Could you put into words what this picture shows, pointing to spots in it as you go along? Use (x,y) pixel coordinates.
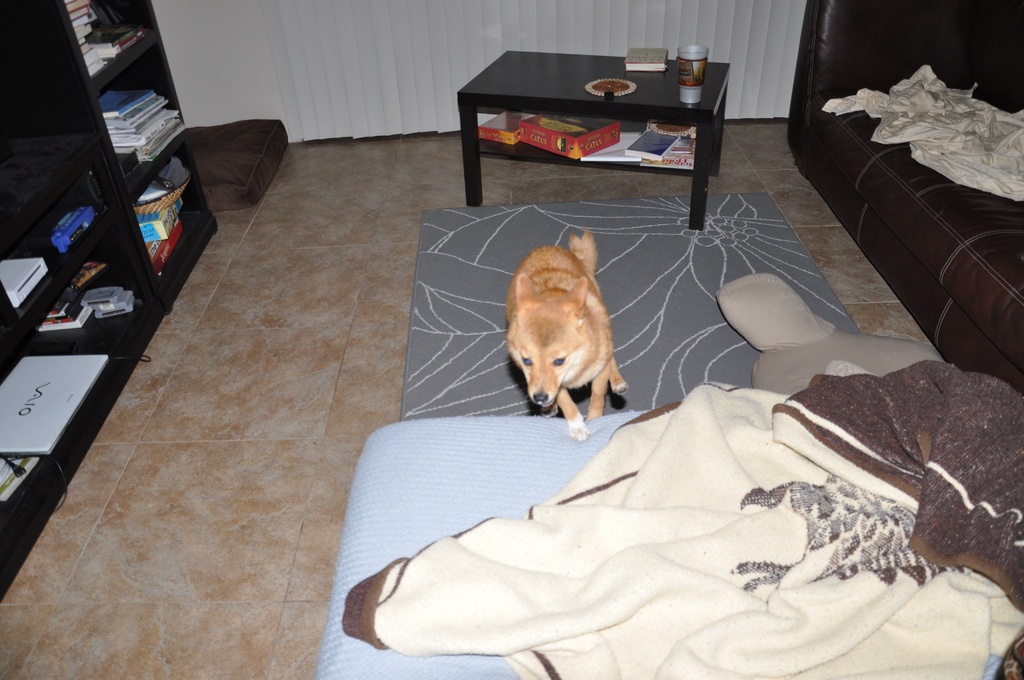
In this picture to the right side (865,110) there is a sofa (901,171) with blanket (948,121) on it. On the floor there is a floor mat (717,336) with dog (534,316) on it. In front of the dog (547,345) there is a bed (435,472) with blanket (804,538) on it. In the middle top there is table (575,111) with glass (693,80), book (639,60), cardboard box (592,127) on it. To the left side (36,293) there is a cupboard (26,313) with books (122,122) in it. To the last rack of the cupboard (121,265) there is a laptop (30,402). Beside the cupboard (196,182) there is a pillow (269,130). In the background (457,58) there is a white curtain (394,35).
